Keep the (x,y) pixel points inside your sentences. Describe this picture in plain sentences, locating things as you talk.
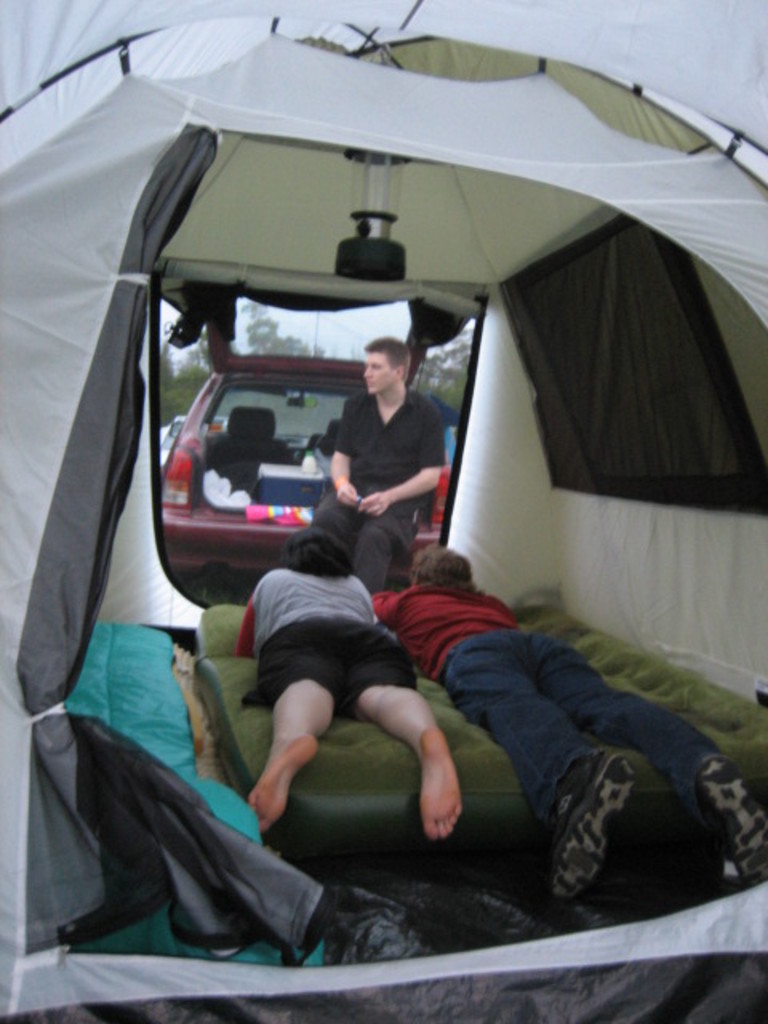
2 Persons (590,739) are laying on the air bed (382,776) in a tent (432,862). In the middle (331,537) a man (390,509) is sitting on the car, he wore a black color shirt (356,446).
